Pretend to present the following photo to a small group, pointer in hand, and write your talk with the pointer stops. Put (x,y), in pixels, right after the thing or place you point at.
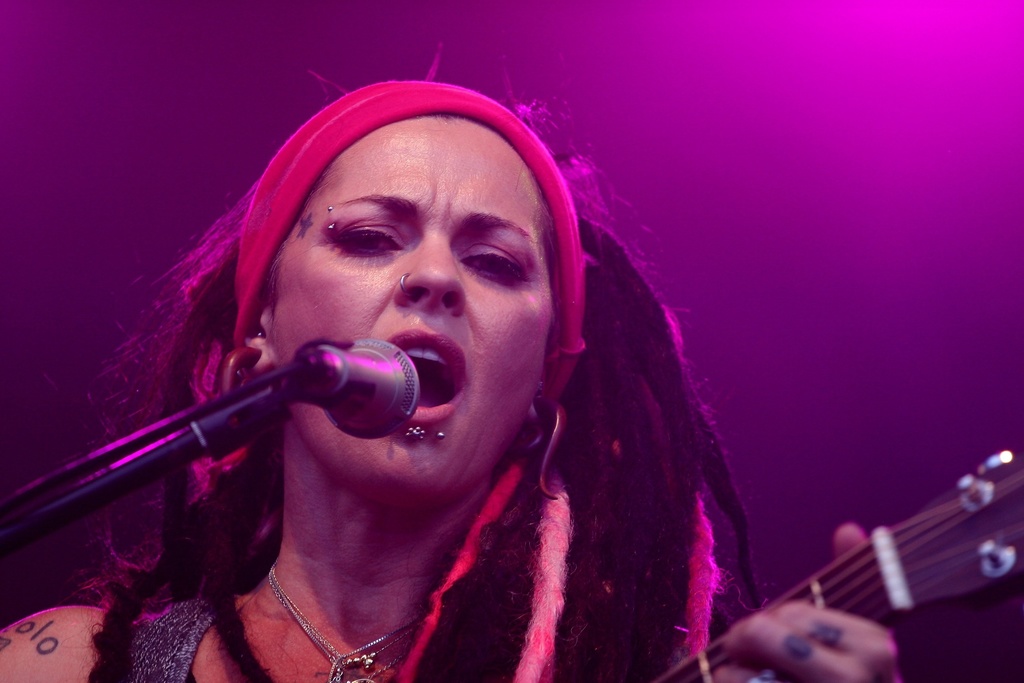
In this picture we can see a woman (338,161). We can see a tattoo (800,649) on her hand (790,659) and she is singing. We can see a microphone (309,357) and she is holding a guitar (944,562). We can see the partial part of a guitar (891,581).
